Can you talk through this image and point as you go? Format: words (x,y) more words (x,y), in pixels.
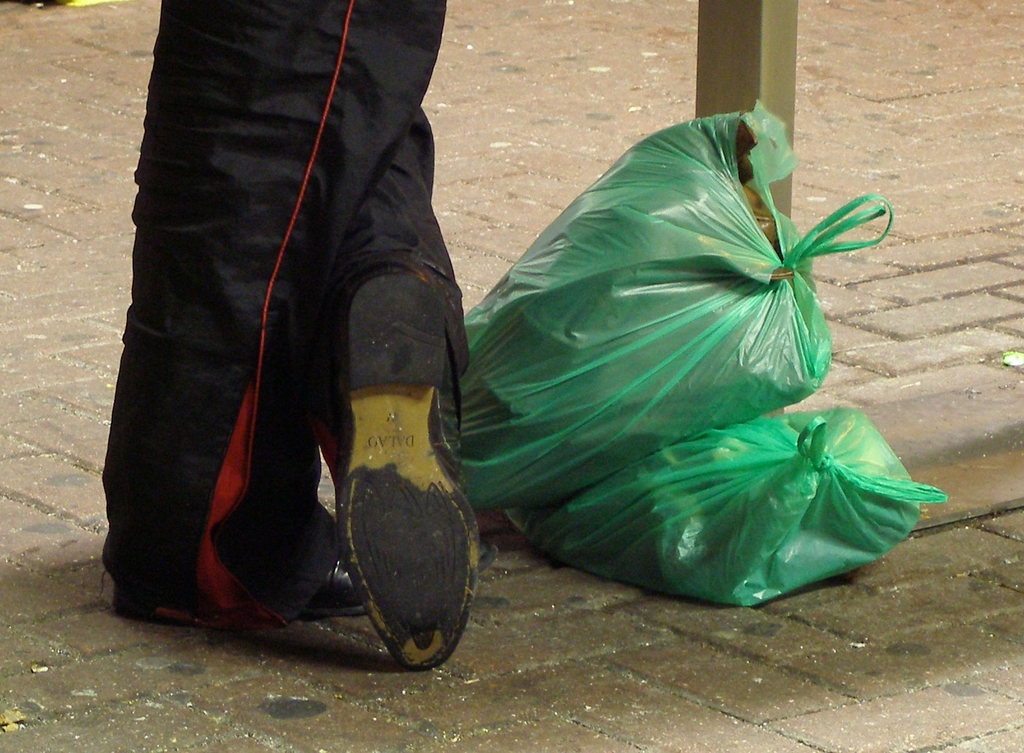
In this picture I can observe green color covers (642,380) placed on the land (606,624). On the right side (721,26) there is a pole (726,7). I can observe a person (294,498) standing on the left side (209,269). In the background (39,115) there is land (25,109).
